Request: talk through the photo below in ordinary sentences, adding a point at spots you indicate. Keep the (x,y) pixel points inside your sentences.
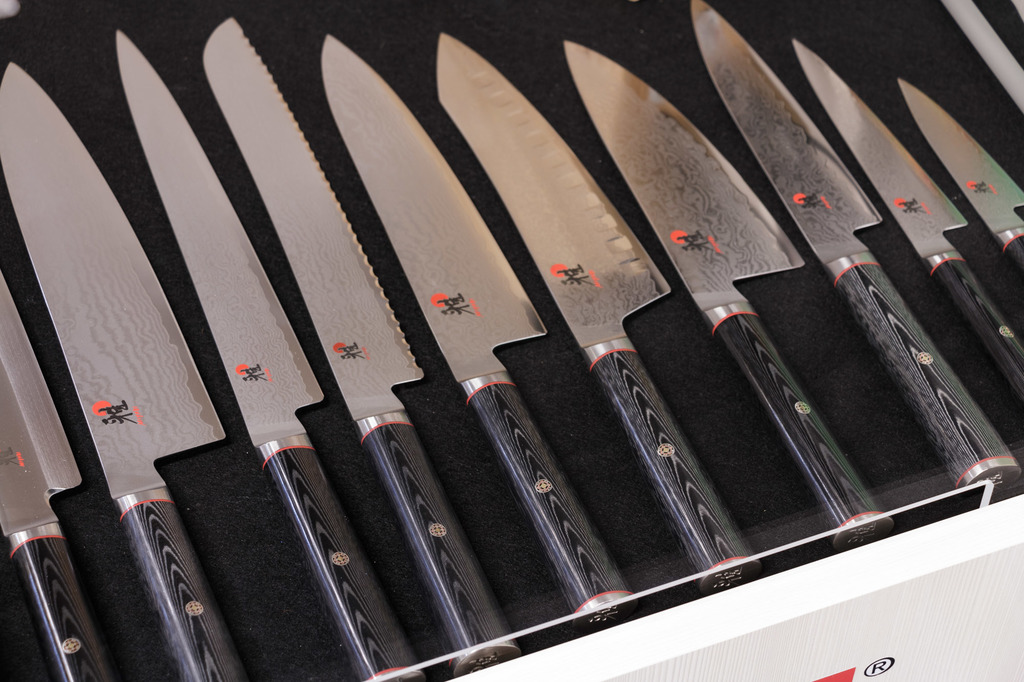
In the picture there are many knives (346,383) of different shapes are kept on a table (803,357).
